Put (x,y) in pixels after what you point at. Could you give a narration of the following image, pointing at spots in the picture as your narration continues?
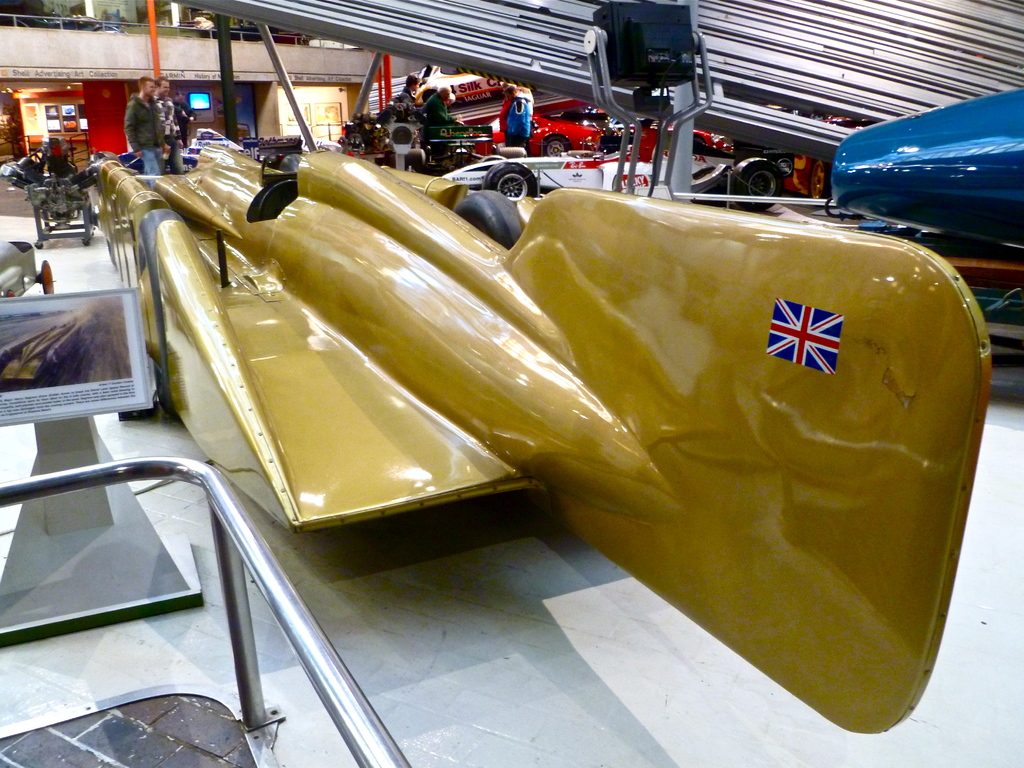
In this picture there are people (159,125) and we can see vehicles (252,219), rods (293,105), board (121,300) on stand (63,455), floor (218,617) and metal object (876,9). In the background of the image (65,62) we can see railing (22,17), wall (88,43), screen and objects (545,41).
